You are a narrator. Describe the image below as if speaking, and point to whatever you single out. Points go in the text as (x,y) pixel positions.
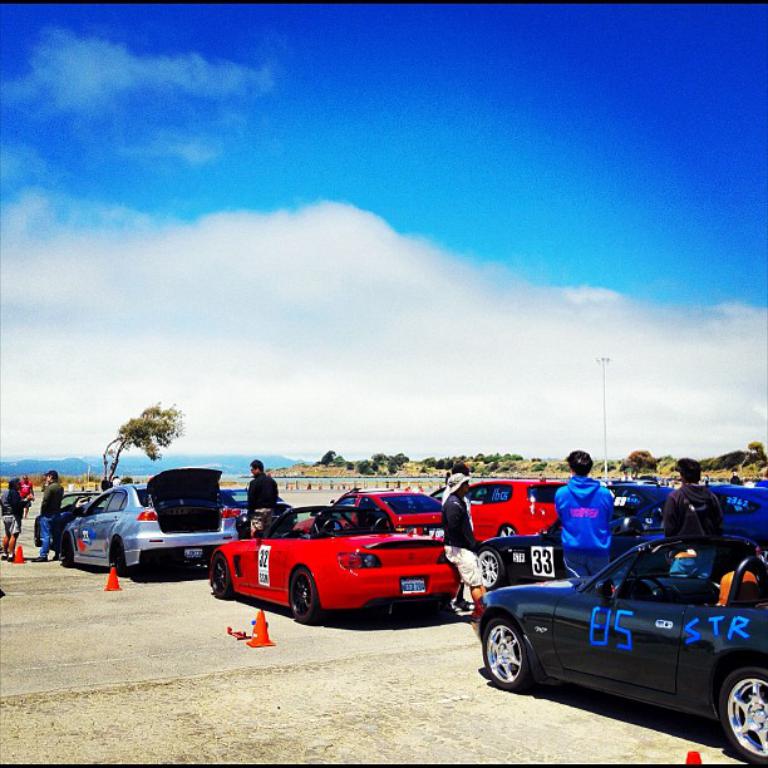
At the bottom of this image (427,590), there are vehicles (427,590), persons (48,500) and small orange color poles (254,630) on the road (288,649). In the background (726,475), there are trees (645,471), plants (359,471), a fence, a pole (606,467), mountains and there are clouds (663,313) in the blue sky (488,102).
